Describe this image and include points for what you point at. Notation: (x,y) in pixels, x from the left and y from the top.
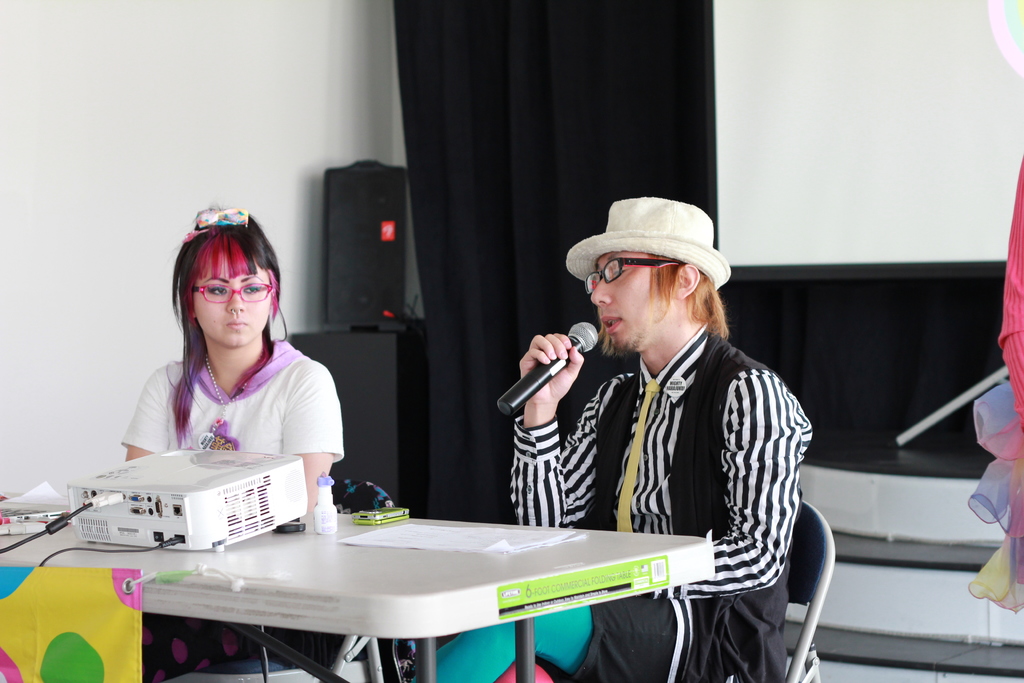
In the image we can see two people (592,427) sitting, wearing clothes (287,425) and spectacles (637,264), the right side person (696,417) is holding a microphone (548,376) and wearing a cap (675,253), and it looks like the person (631,327) is talking. Here we can see the table (354,583), on the table (216,554), we can see the electronic device (178,529), papers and other objects (327,529). Here we can see chairs (345,672), curtains (532,102) and the wall (67,43).
